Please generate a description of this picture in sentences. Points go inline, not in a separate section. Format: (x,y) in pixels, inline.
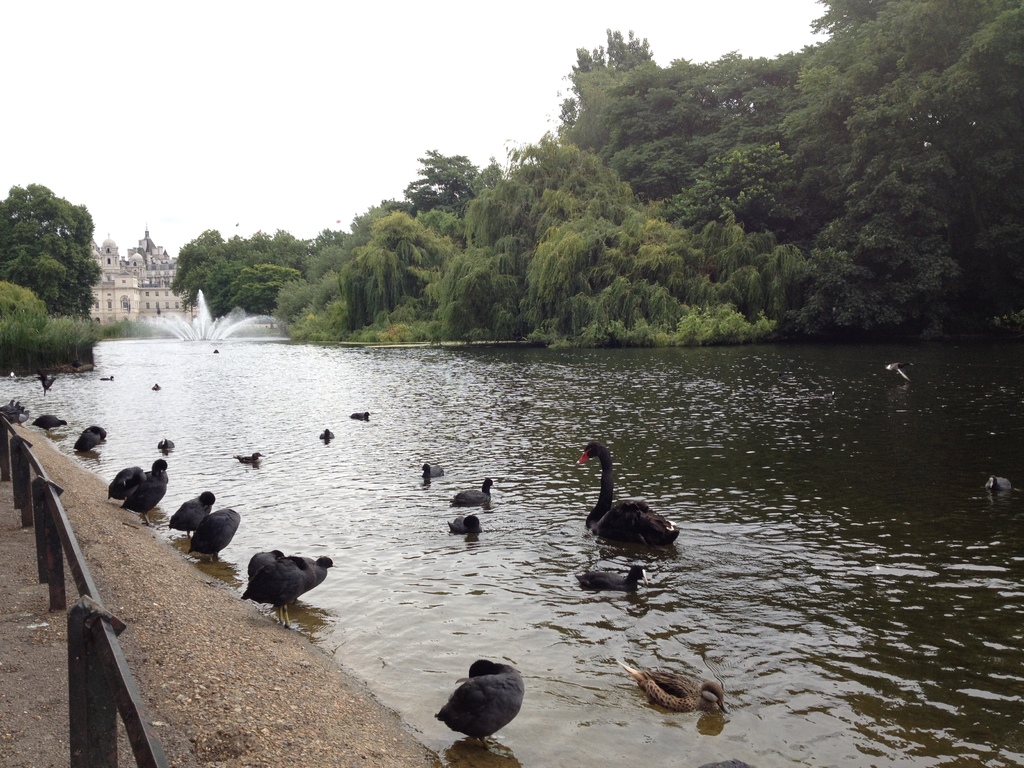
In this image we can see some birds (253,459) on the lake (752,533). On the left side of the image (79,755) we can see the fencing (100,630) with metal rods (84,645). On the right side of the image (852,167) there are trees (709,147). In the background (150,271) there are buildings (141,284) and sky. In the middle of the lake (234,366) there is a fountain (191,336).
